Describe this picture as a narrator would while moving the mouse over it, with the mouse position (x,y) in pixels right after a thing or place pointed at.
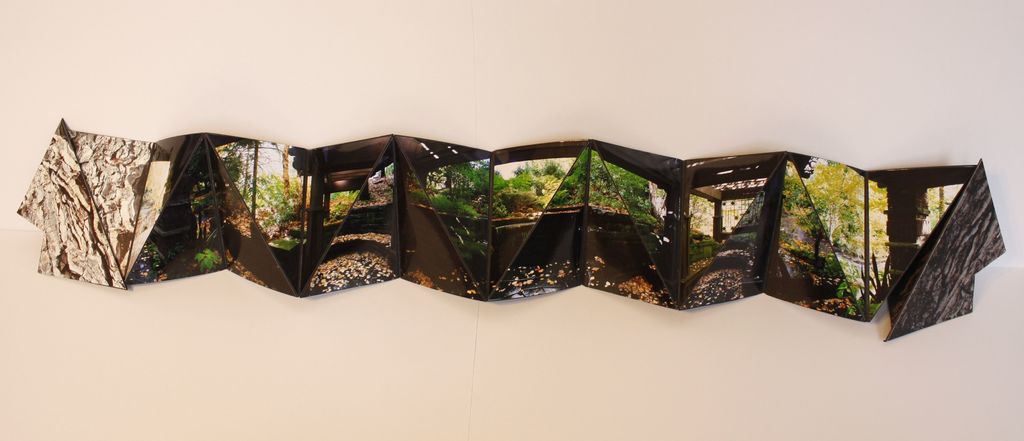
In this image we can see something (72,204) in which we can see trees (854,216) which is placed on the white surface (703,90).
